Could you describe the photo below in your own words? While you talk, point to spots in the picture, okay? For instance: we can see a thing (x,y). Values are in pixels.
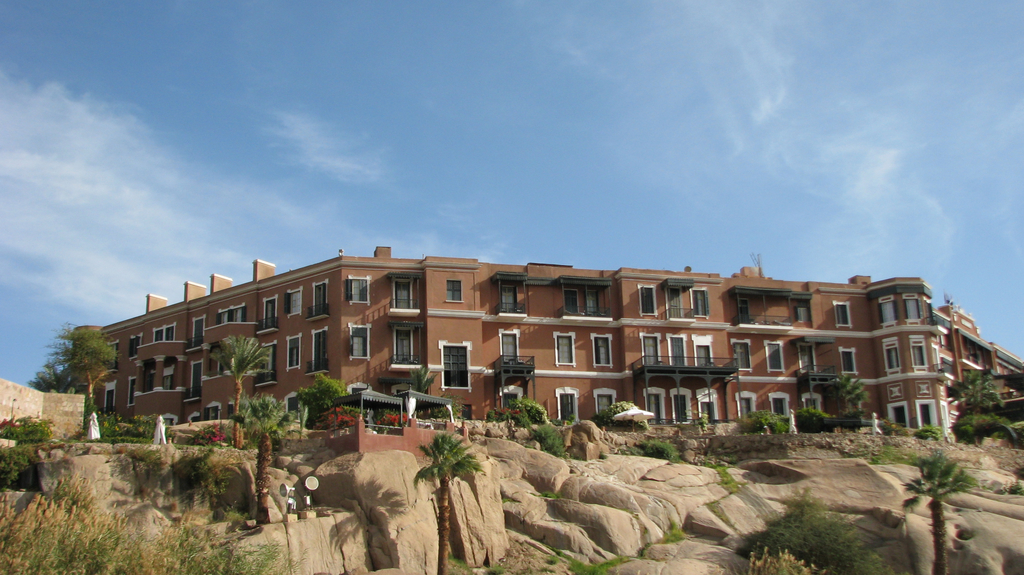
In this picture there is big brown color building (690,347) with white window glass (894,351). In the front (512,476) there is a rock mountain (647,523) and some coconut trees (455,470).
